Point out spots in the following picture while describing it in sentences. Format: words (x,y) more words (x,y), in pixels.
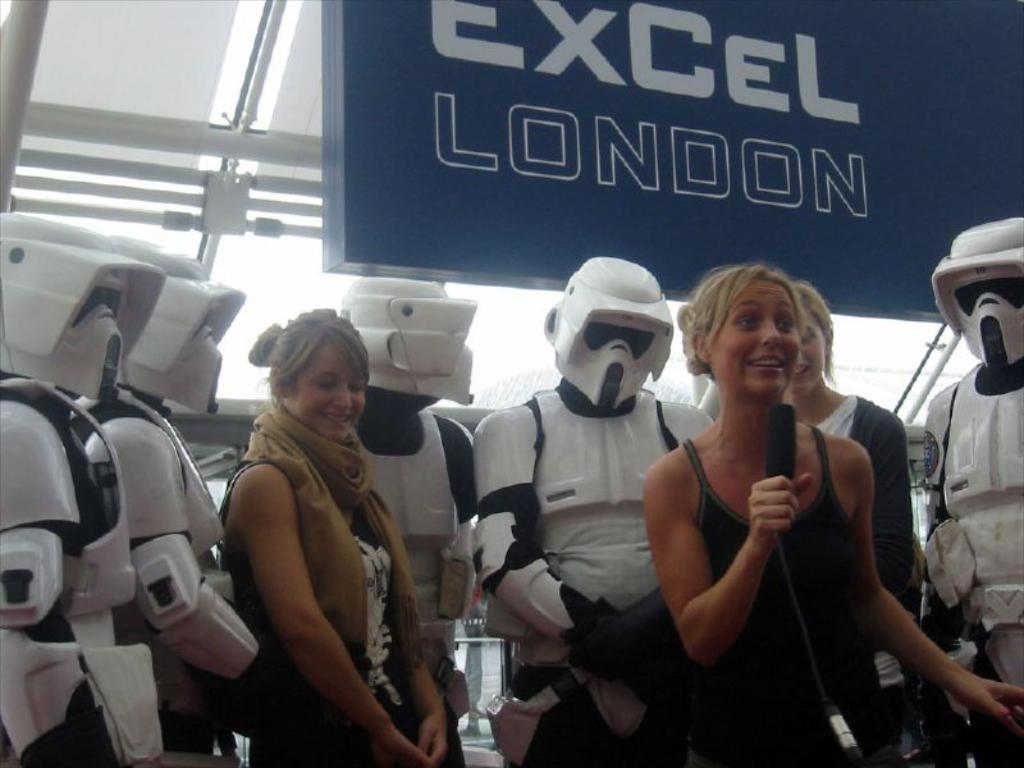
In front of the image there is a woman (781,530) holding a mic (789,472), behind the women (755,448) there are a few other women (356,455) and robots (395,434). At the top of the image (510,188) there is a display board (485,188), behind the board (488,122) there is a tent (196,37) with metal rods (229,147).
